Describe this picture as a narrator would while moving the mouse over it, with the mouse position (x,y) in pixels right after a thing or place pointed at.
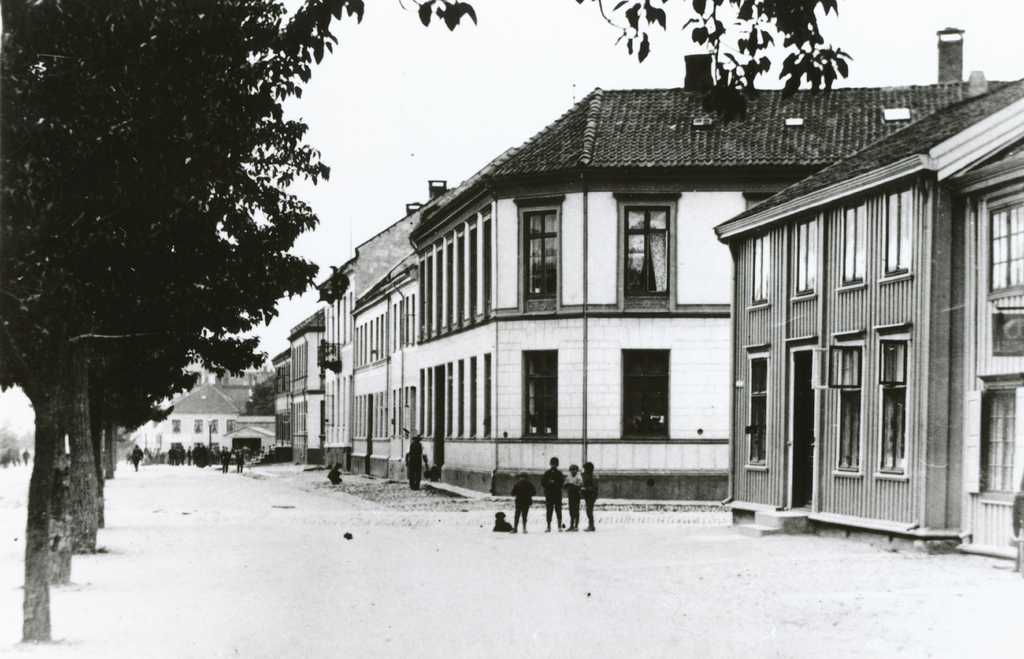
This is a black and white image. In this image we can see many people (554,502). Also there are buildings (548,330) with windows (629,361). And there are trees (166,196). In the background (377,117) there is sky (386,140).
